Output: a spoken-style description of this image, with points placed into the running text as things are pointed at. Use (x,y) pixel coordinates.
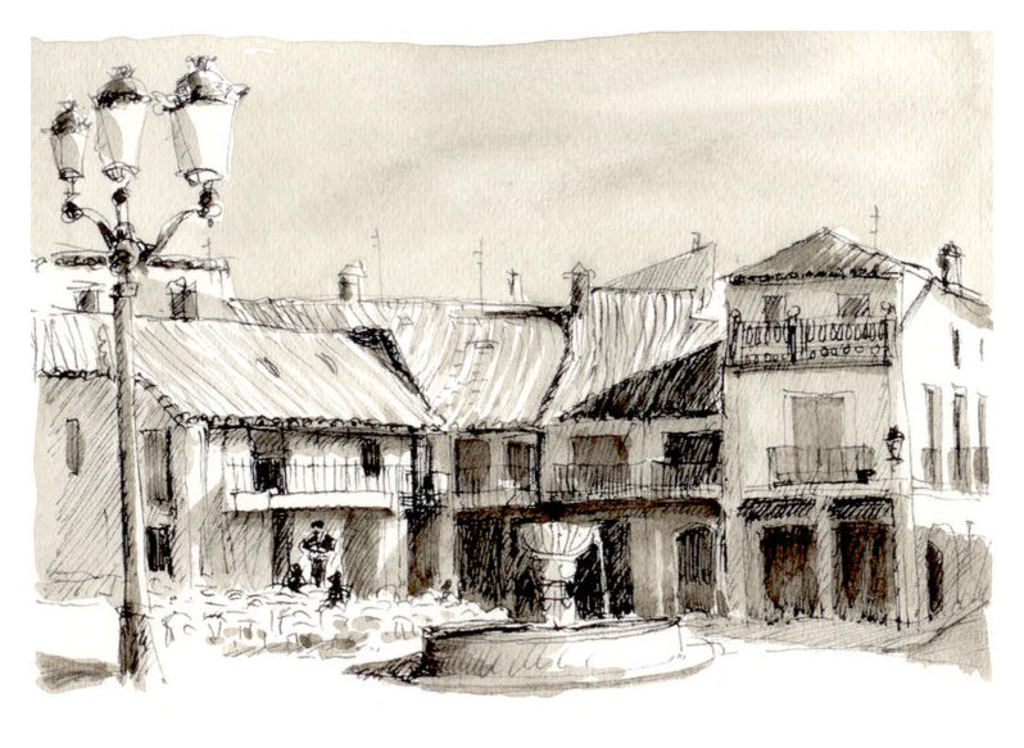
In the image there is an art (226,107) of buildings (310,508) with water fountain (567,597) in the middle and a street light (78,117) on the left side (133,325) and above its sky (411,161).
